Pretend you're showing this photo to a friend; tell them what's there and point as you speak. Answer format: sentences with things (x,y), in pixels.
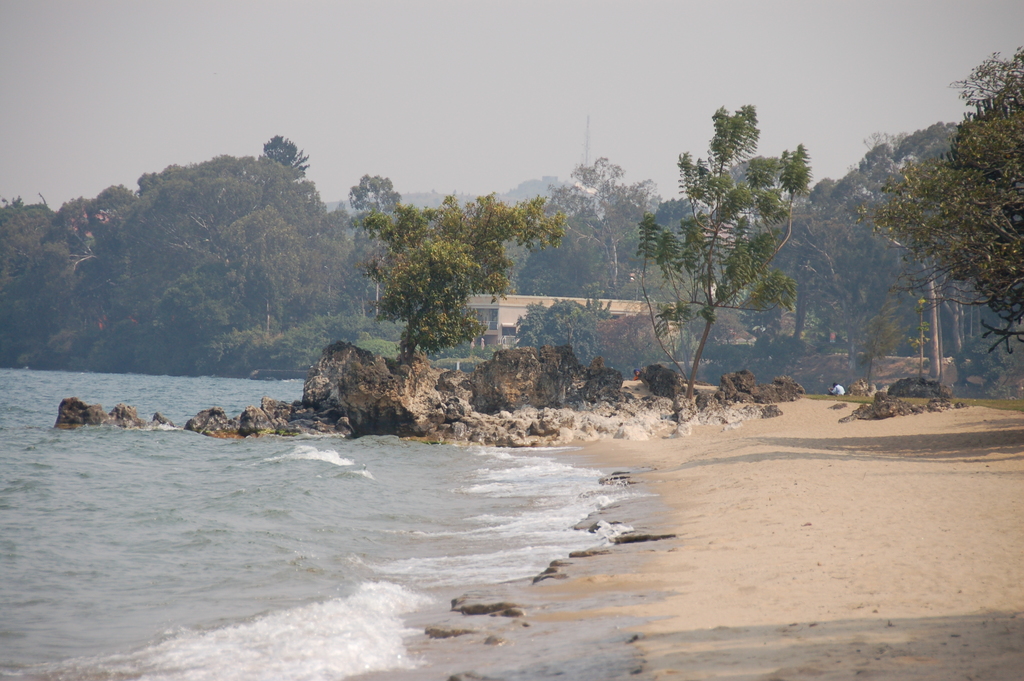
In this image I can see ocean (204,541), in front of the ocean (179,496) I can see the sky (382,110) and stones (495,411).
